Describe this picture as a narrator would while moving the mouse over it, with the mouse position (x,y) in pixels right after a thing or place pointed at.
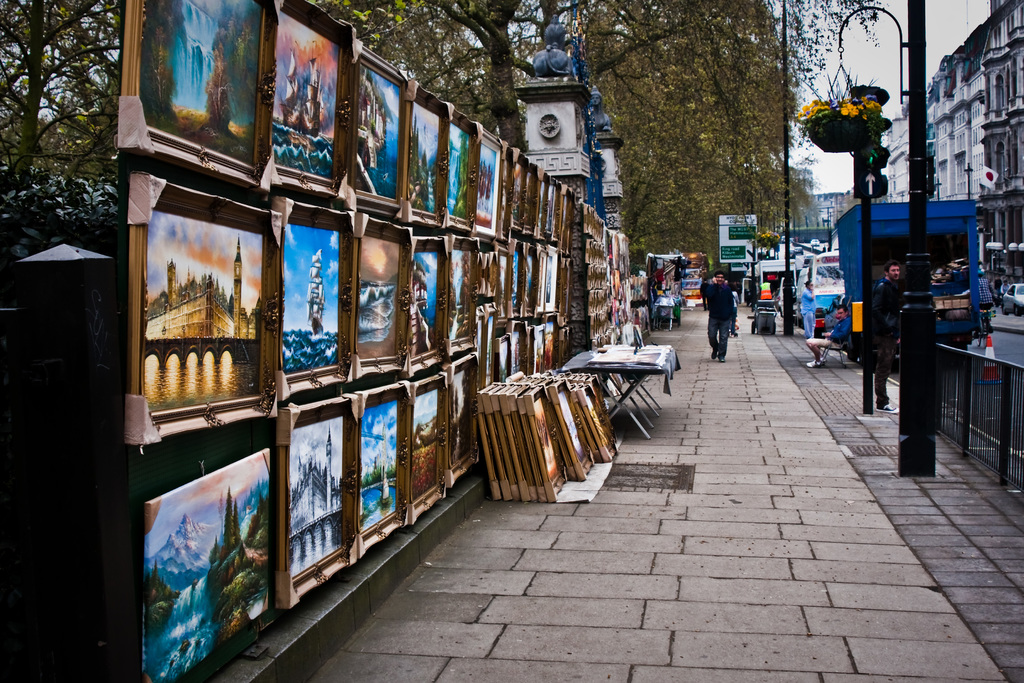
In this image, we can see photo frames (688,280), tables (672,365), pillars (606,193) with statues (550,67), poles (932,439), boards (726,261), few objects (685,293) and people (885,361) on the walkway (787,439). On the right side of the image (846,285), there are vehicles (974,290), road (1003,357), traffic cone (989,347), traffic signal (882,162), buildings (962,186) and walls (900,153). There are trees (864,22) and the sky (880,36) in the background (656,84).
